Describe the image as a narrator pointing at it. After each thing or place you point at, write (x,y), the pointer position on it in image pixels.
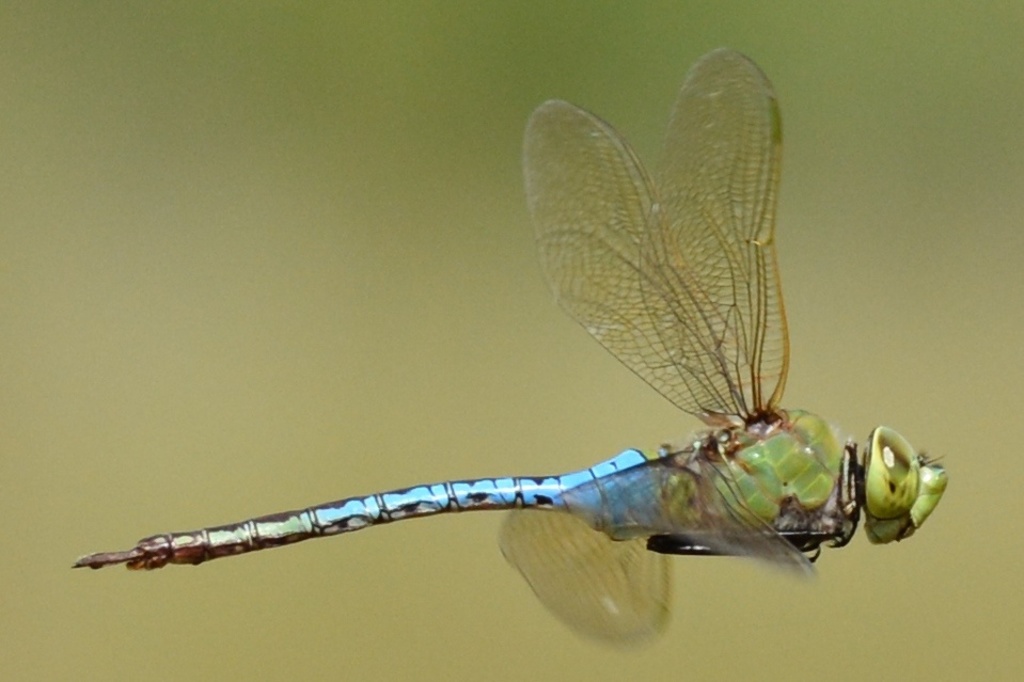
In this image we can see a dragonfly (719,442) in the air (242,420). In the background (887,63) the image is blur.
